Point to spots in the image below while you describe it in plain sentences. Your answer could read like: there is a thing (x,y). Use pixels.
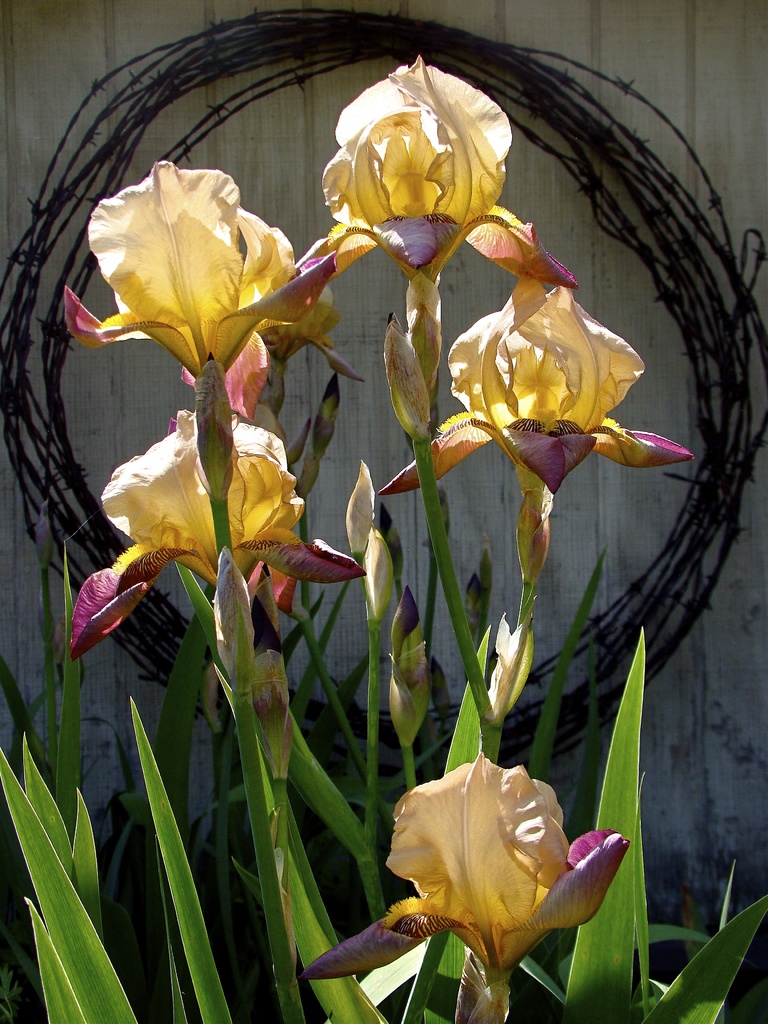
As we can see in the image there are plants (262,580) and a wall (660,514).
